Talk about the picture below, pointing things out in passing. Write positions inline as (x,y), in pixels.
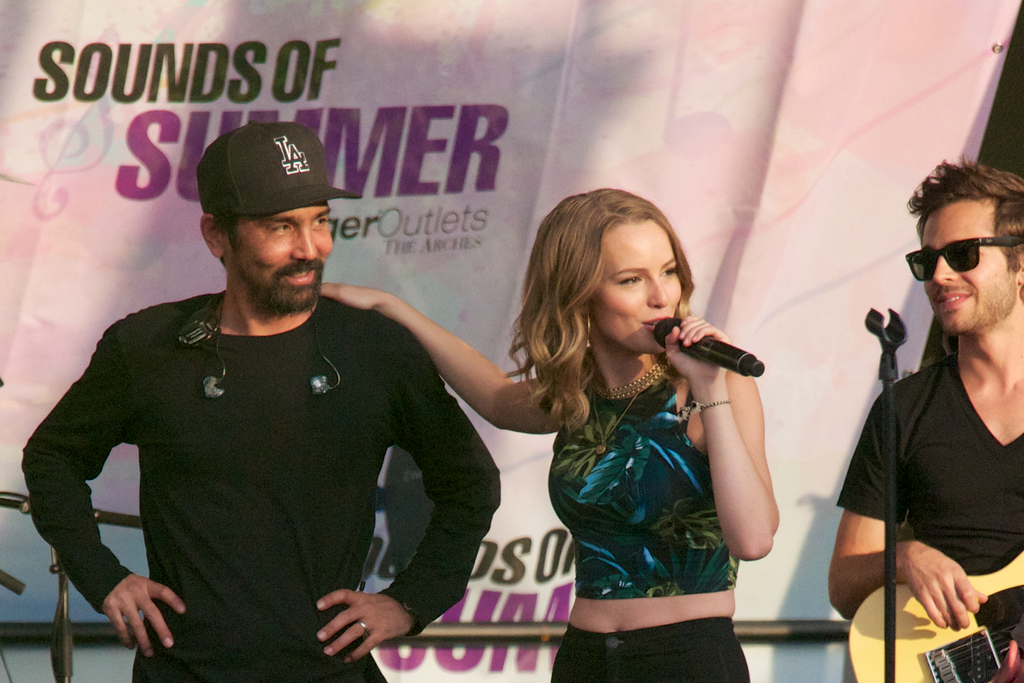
There are three members (334,420) in this picture. Two of them were men (328,350) and the middle one (630,289) is a woman (642,332), who is holding a mic (692,343) in her hand (689,376). The guy (922,540) in the right side (936,540) is playing a guitar (904,639). In the background (692,158), there is a flex (433,119).
